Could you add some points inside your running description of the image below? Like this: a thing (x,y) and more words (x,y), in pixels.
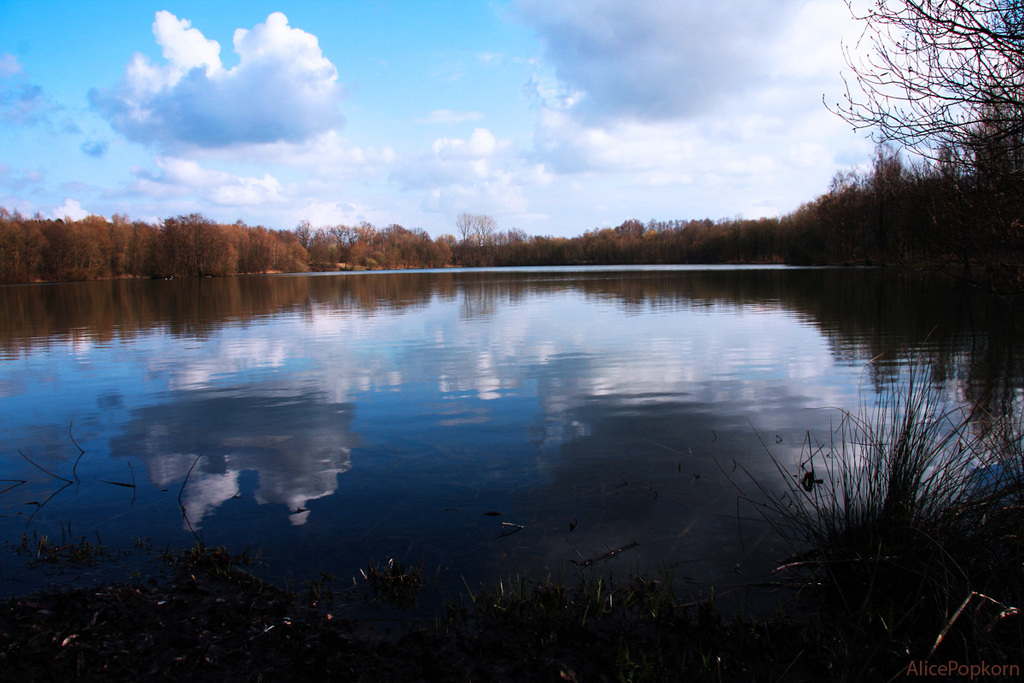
In this picture in the center (479,398) there is water (437,391). In the background (295,243) there are trees (661,233) and the sky (515,51) is cloudy.
